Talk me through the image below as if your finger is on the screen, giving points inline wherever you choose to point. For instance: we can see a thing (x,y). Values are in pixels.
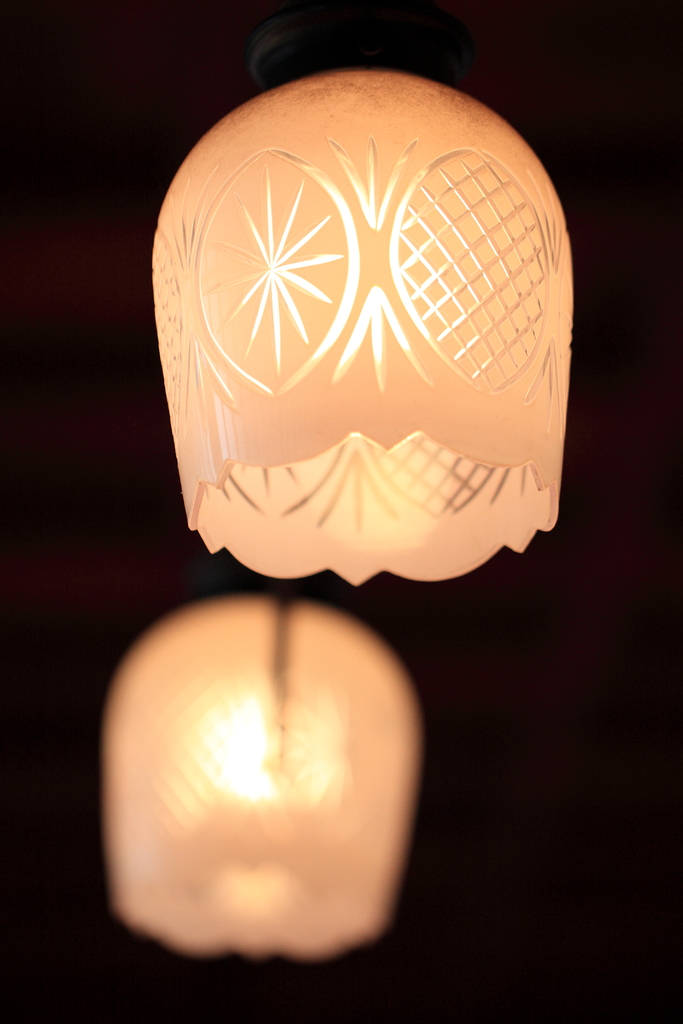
These are lights (340,561), this is black color.
